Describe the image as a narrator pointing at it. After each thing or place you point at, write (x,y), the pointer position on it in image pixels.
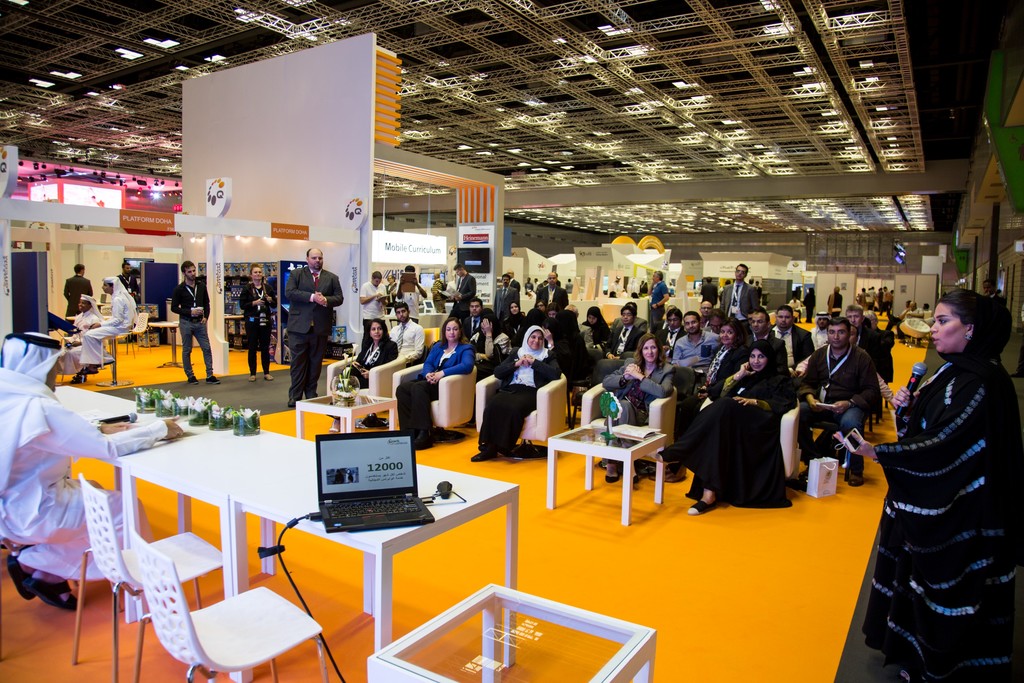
Here we can see some persons (663,380) are sitting on the chairs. These are the tables (432,509). On the table (410,527) there is a laptop (323,489), and a mike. This is floor (744,567). Here we can see some persons (194,315) are standing on the floor (539,489). There is a woman (953,588) who is talking on the mike (913,395). In the background (773,271) we can see boards (769,264). This is roof (627,81) and these are the lights (74,76).
